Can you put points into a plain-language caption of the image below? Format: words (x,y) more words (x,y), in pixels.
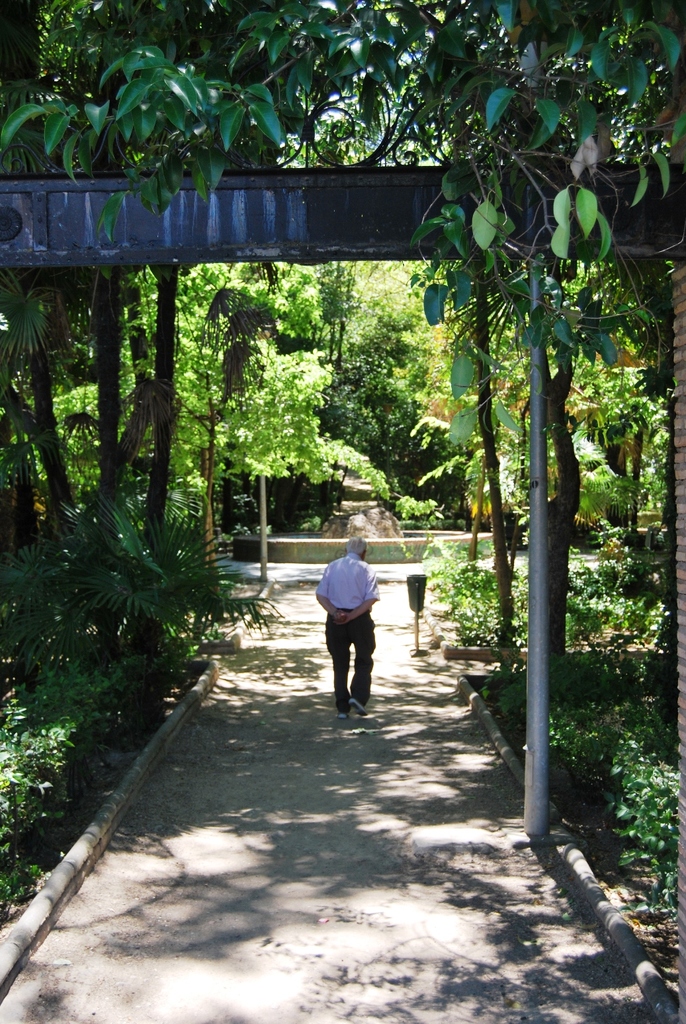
In the picture we can see a man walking on the path (214,750) and both the sides of the path (431,732) we can see the plants (209,591) and trees (656,343). In the background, we can see the trees (422,296).
